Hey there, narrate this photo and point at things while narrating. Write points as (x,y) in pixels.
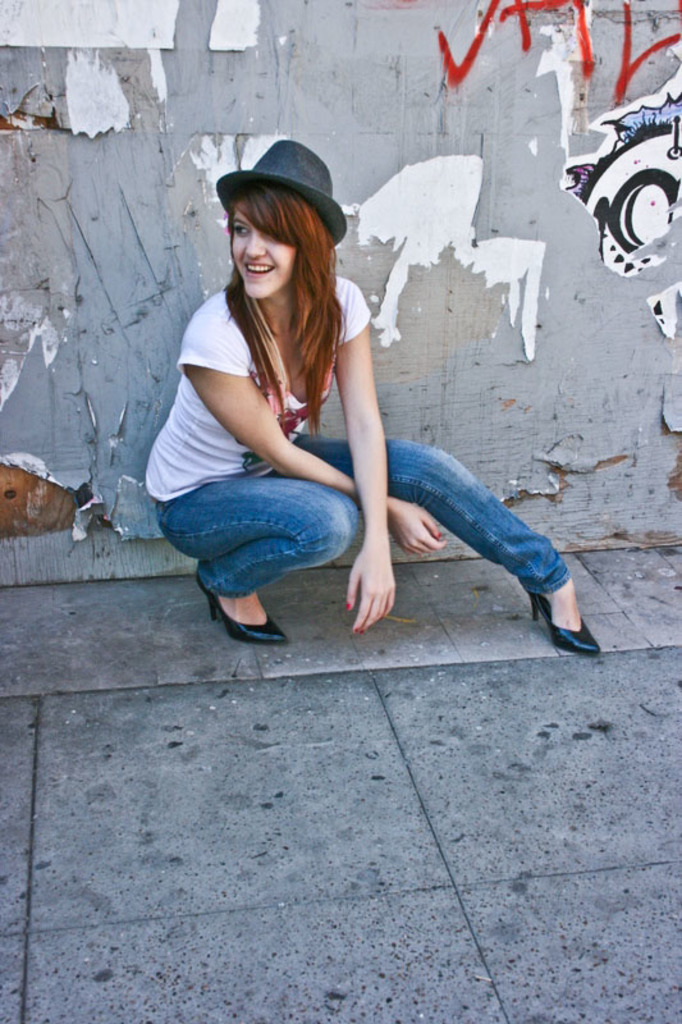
In this picture I can see the path (260,664) in front (44,710), on which I can see a woman (239,352) who is sitting and I see that she is wearing white color top (201,347) and blue jeans (336,525) and I see a hat (293,172) on her head (289,146) and I see that she is smiling. In the background (88,225) I can see the wall (419,225) on which there are few papers (126,8).
